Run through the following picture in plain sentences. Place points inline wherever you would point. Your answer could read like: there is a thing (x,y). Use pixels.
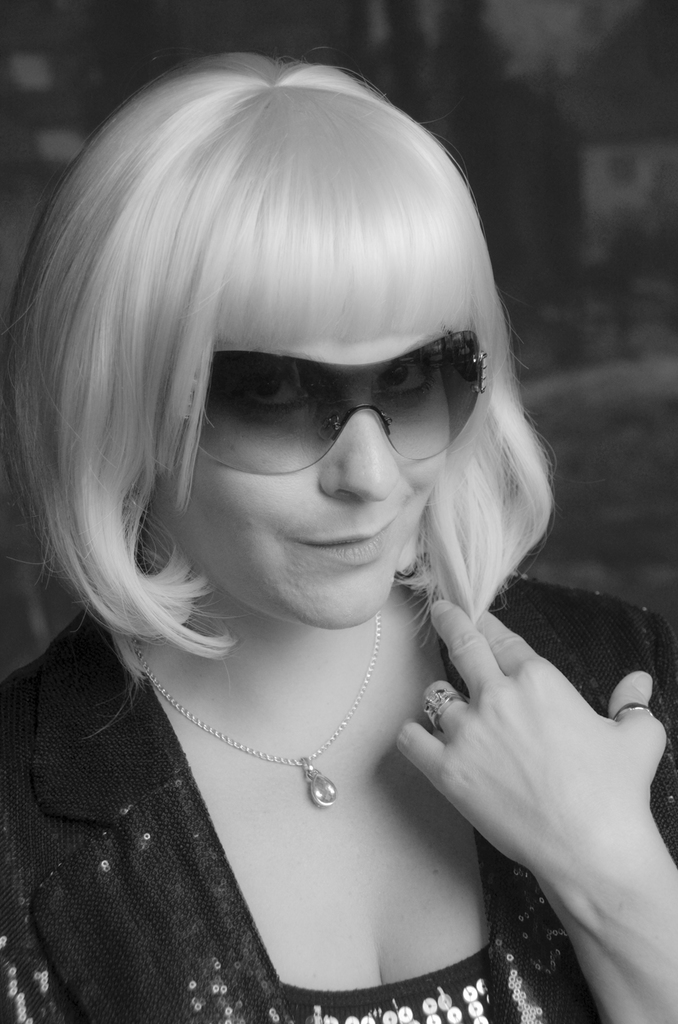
This is a black and white image, we can see there is one woman (325,407) wearing goggles (286,416) and a locket (312,764) in the middle of this image (230,389).
